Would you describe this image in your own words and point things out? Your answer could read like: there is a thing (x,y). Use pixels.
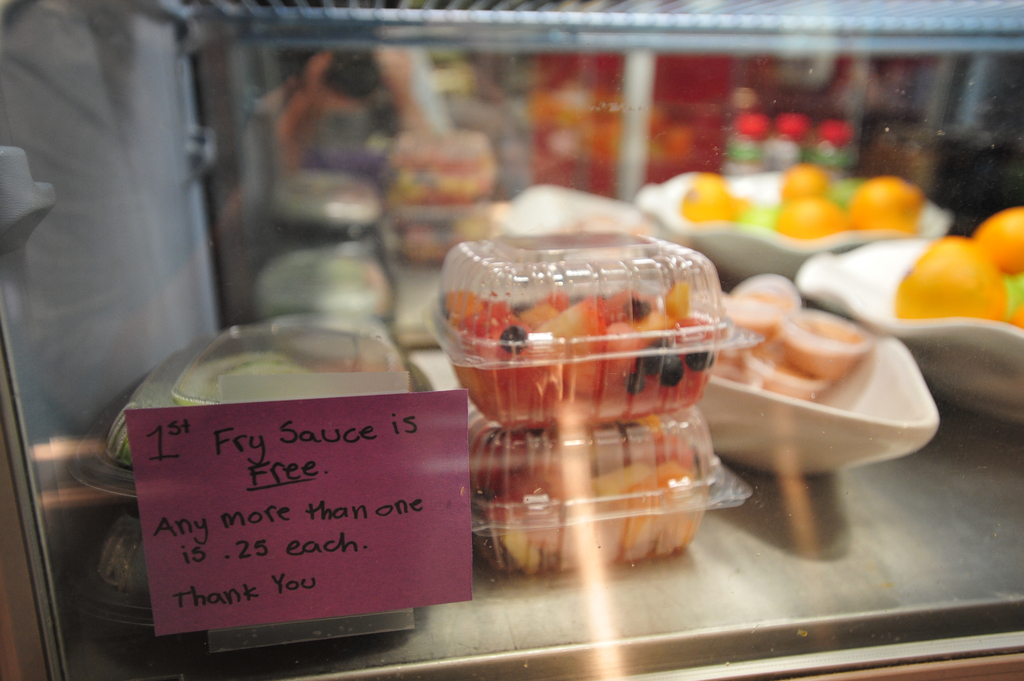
In this image there is a glass (197,651) through which we can see the fruits (647,361) and food items (802,322) in the bowl (547,200).
